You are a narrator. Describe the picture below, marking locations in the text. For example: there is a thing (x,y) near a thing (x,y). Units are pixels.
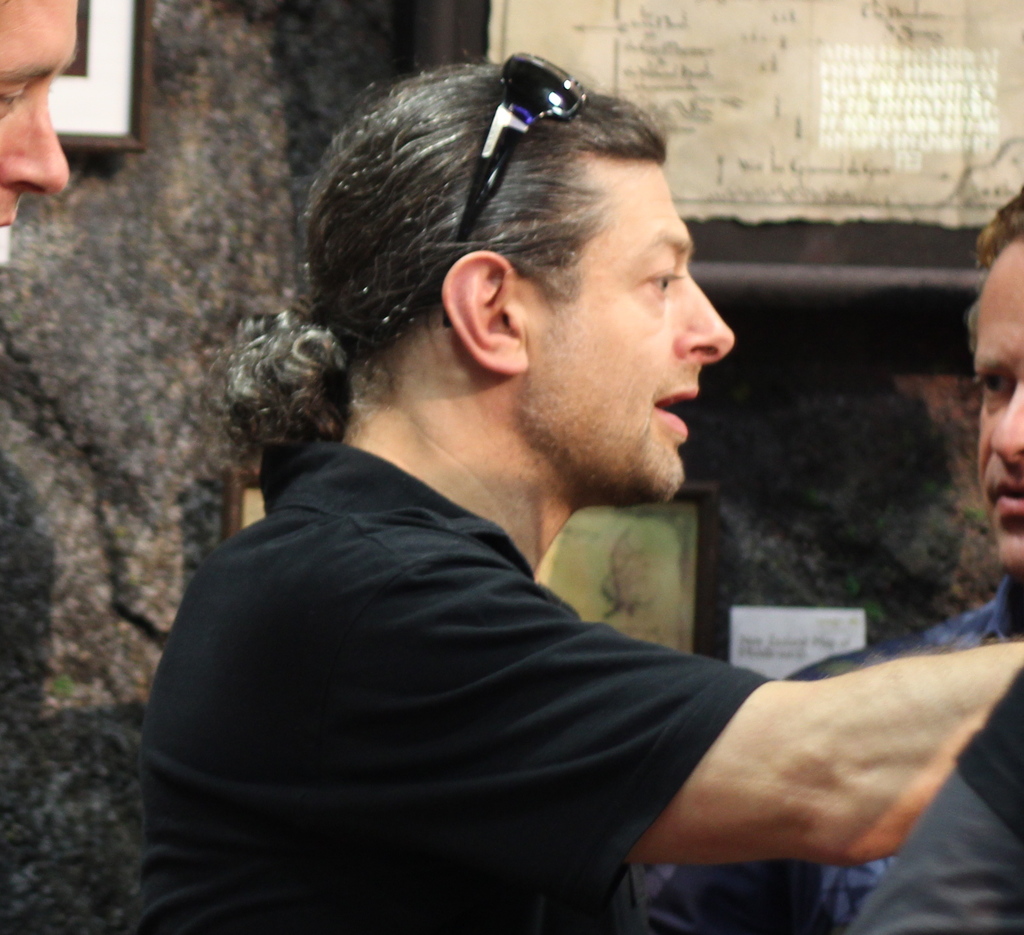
In the center of the image (349,412) we can see a man (405,223) with glasses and black t shirt (556,757). We can also see the other persons (47,173) in this image. In the background (115,48) there are frames (697,509) and papers (838,205) attached to the wall (758,498).
